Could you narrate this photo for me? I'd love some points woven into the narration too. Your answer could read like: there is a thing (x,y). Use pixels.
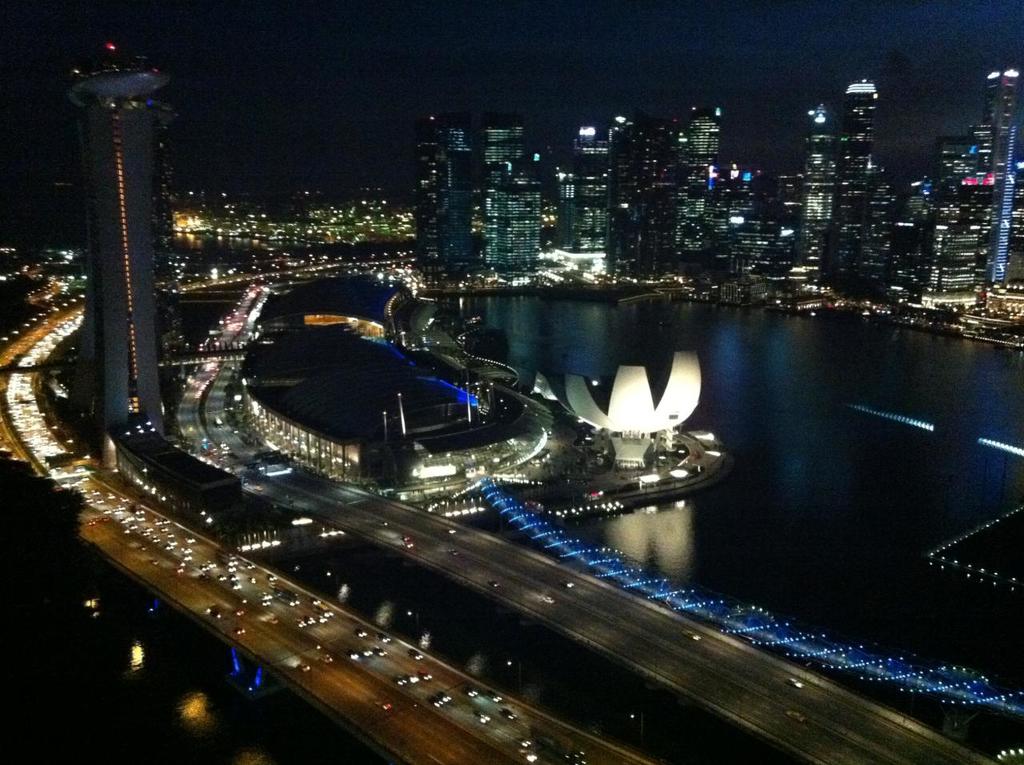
In the image there are vehicles (40,421) on the roads (531,605), water surface (849,450), architectures (465,397) and many buildings (508,145).
